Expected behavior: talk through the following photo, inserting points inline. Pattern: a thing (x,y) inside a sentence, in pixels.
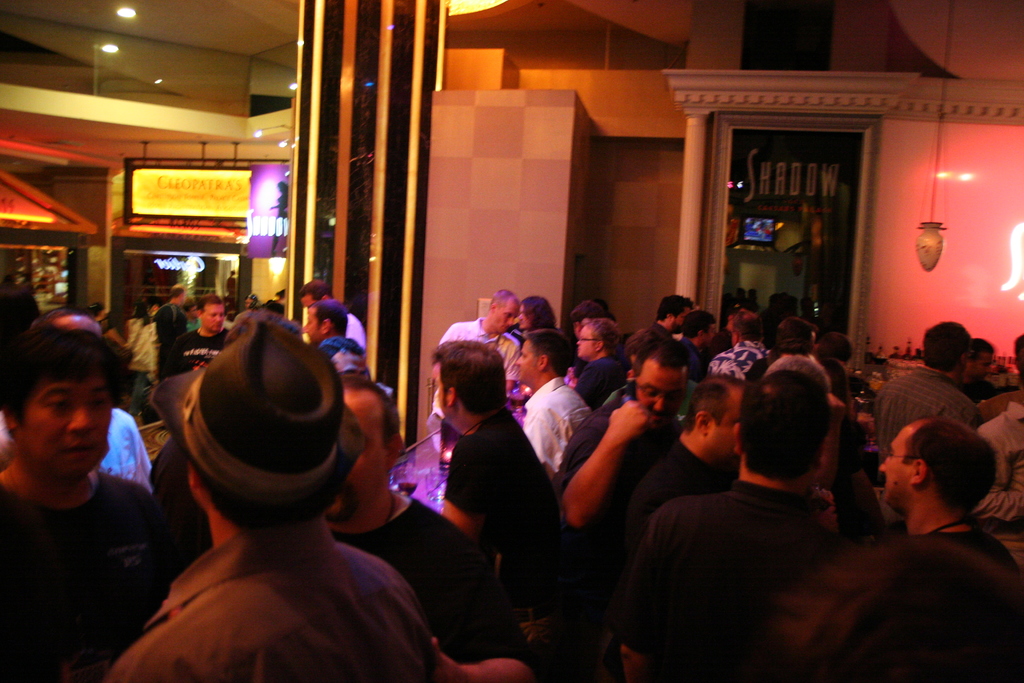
In this image I can see the group of people (460,460) with different color dresses (38,532). I can see one person (286,512) wearing the hat (235,415). In the back (249,188) I can see some boards (201,204) and lights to the wall (916,339).
